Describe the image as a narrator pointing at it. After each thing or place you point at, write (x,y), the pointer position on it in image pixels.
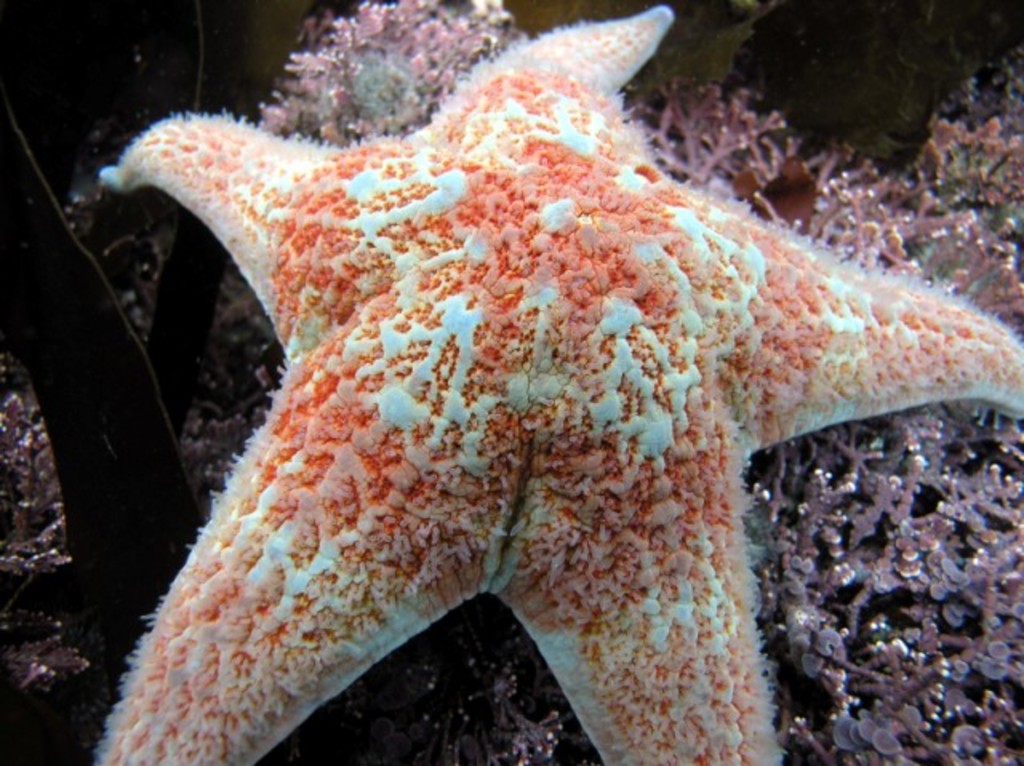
In this image there is a star fish (440,443) in water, in the background (48,317) there are sea plants (839,542).
